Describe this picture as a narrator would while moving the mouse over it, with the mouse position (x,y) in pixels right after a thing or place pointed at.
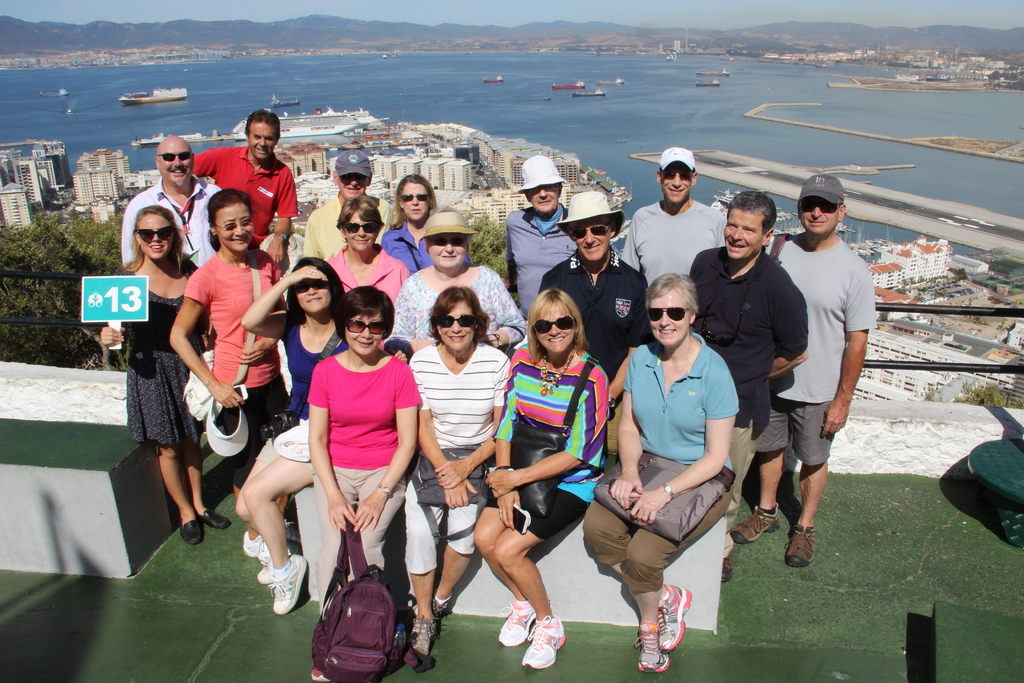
Few people (317,422) are sitting and few people (200,222) are standing and these people (367,457) are holding bags (647,488) and these people (282,296) are worn bags (256,264) and this woman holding a board (112,276). Background (99,261) we can see buildings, ships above the water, trees (79,239) and sky (624,0).
